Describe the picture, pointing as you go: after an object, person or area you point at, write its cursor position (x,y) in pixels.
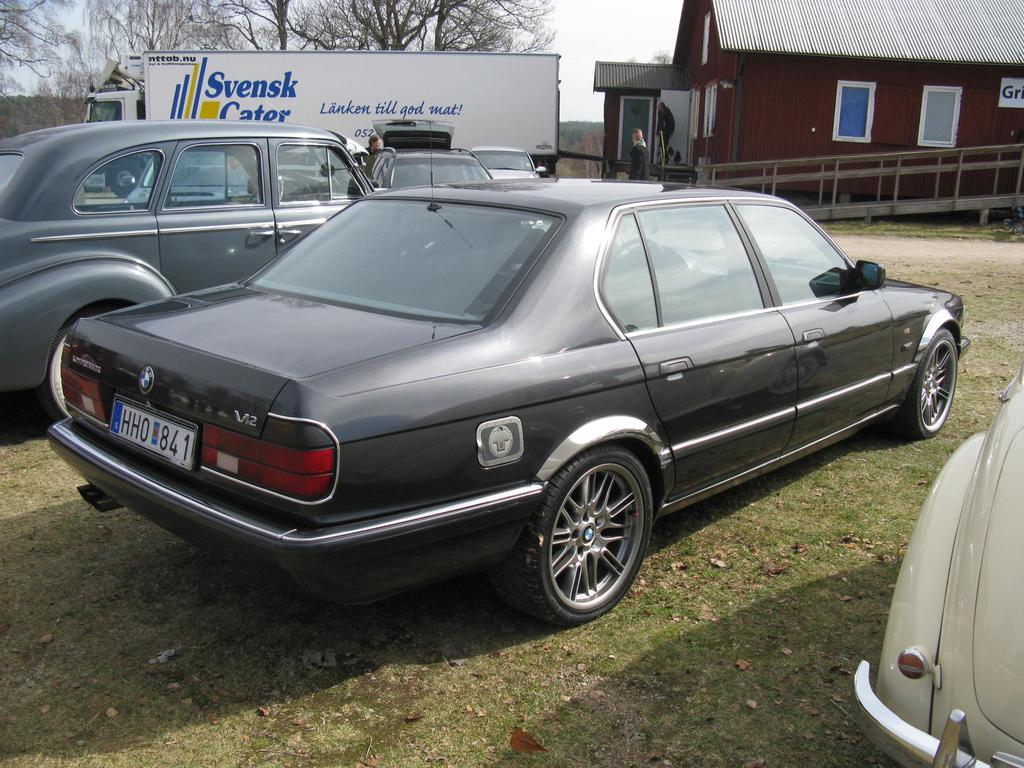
In this image there are cars (277,300) on a ground (159,552), in the background (258,109) there is truck (258,109), houses (728,101) and trees (407,34).
